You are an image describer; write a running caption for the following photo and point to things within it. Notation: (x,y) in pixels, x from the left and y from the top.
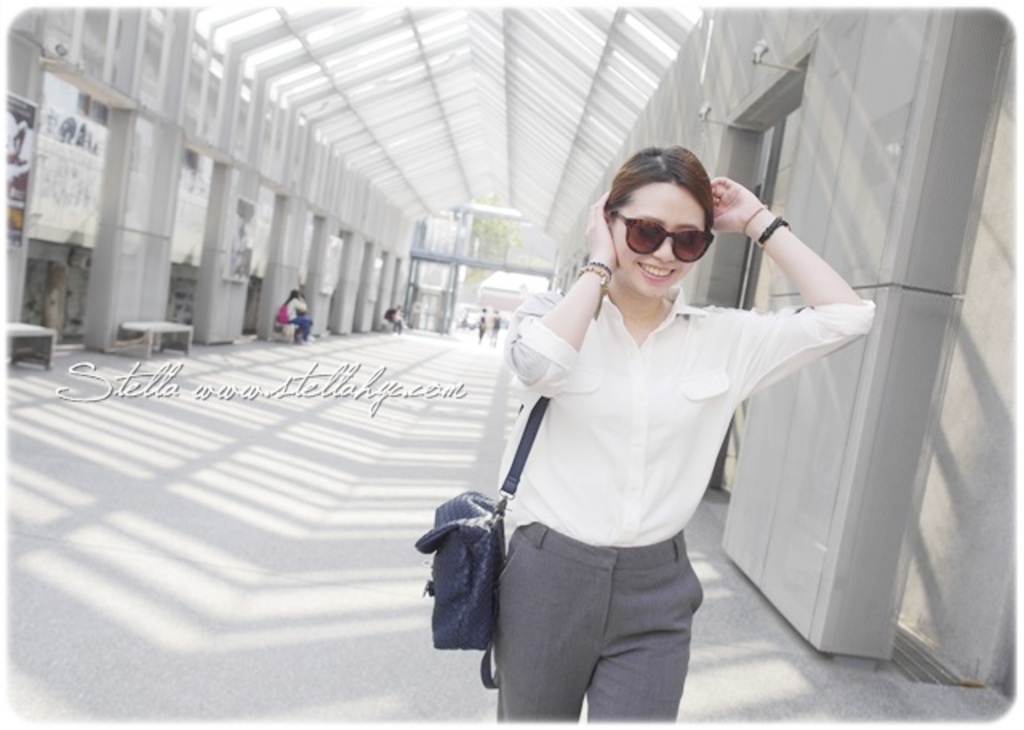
At the top (448,60) we can see beams (626,121). In the background (508,250) we can see a tree (494,246), people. On the left side of the picture (296,327) we can see people (401,319) sitting on the benches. On the right side (879,375) we can see the wall (707,263). We can see a woman (832,341) wearing a white shirt (708,341), goggles (639,249), bag (484,562), wrist watch (599,269). She is standing and smiling.
